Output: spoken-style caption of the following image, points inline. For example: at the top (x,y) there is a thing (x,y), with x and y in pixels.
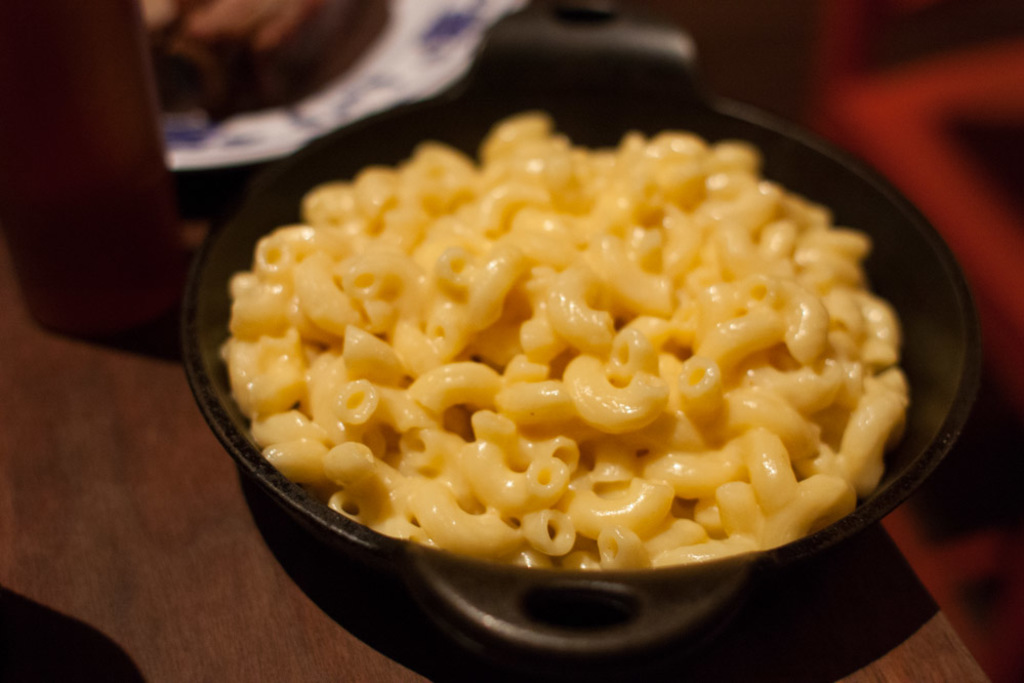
In this picture there is a black bowl (612,124), paper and other objects (134,191) on the table (62,360). In that bowl (746,275) I can see the macaronis (545,259).
